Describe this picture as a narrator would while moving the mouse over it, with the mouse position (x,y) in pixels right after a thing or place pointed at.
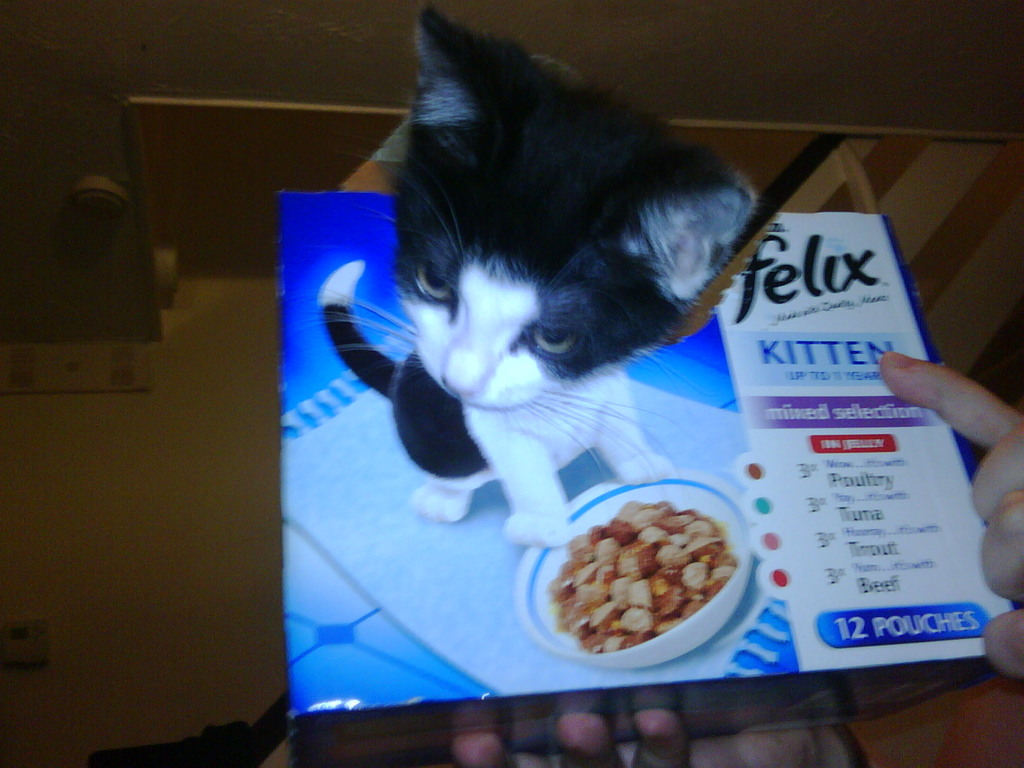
In this image there is a cat (483,300) and a box (708,659) and there are hands (1018,499).
